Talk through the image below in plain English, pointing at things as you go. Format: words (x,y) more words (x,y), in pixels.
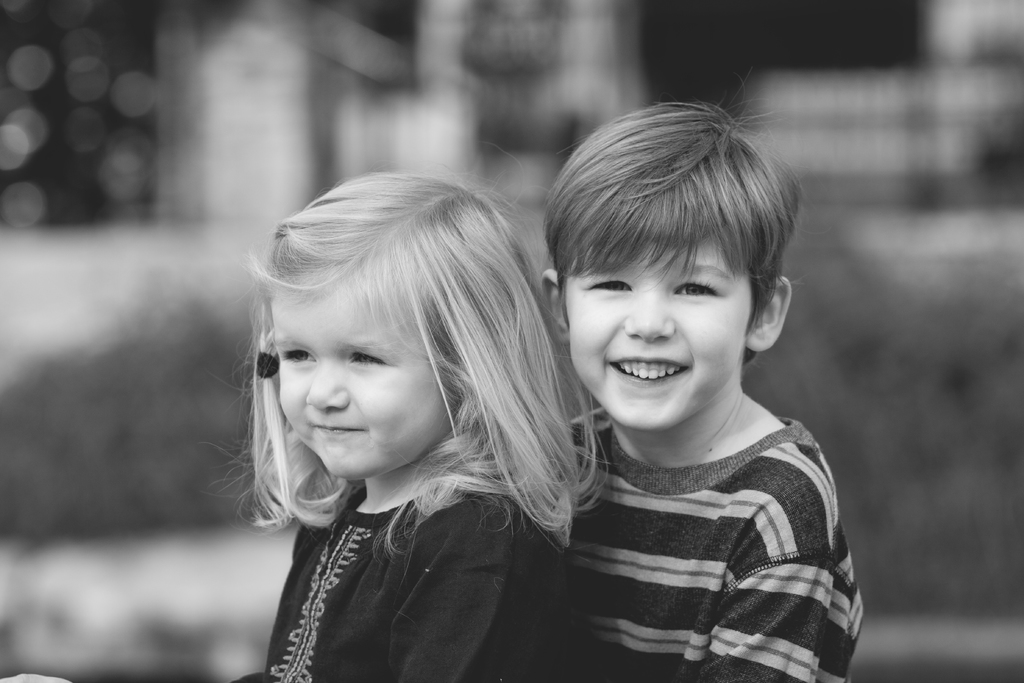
In this image I can see two kids (567,457) and I can see the blurred background (1000,540) and the image is in black and white.
